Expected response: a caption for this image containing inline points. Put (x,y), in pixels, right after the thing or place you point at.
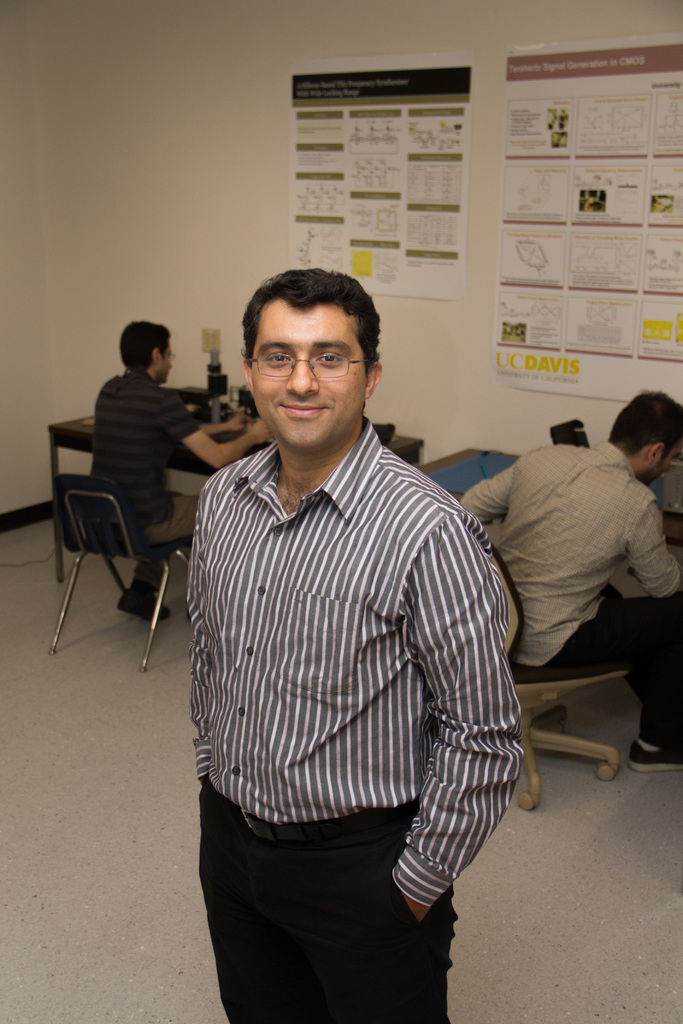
This is the picture taken in a room (178,729), there are group of people (112,467) sitting on chair (552,718), the man (287,686) in striped shirt (327,743) standing on floor (466,946). Background of this people (375,488) is a wall (195,216) with papers (456,181).
